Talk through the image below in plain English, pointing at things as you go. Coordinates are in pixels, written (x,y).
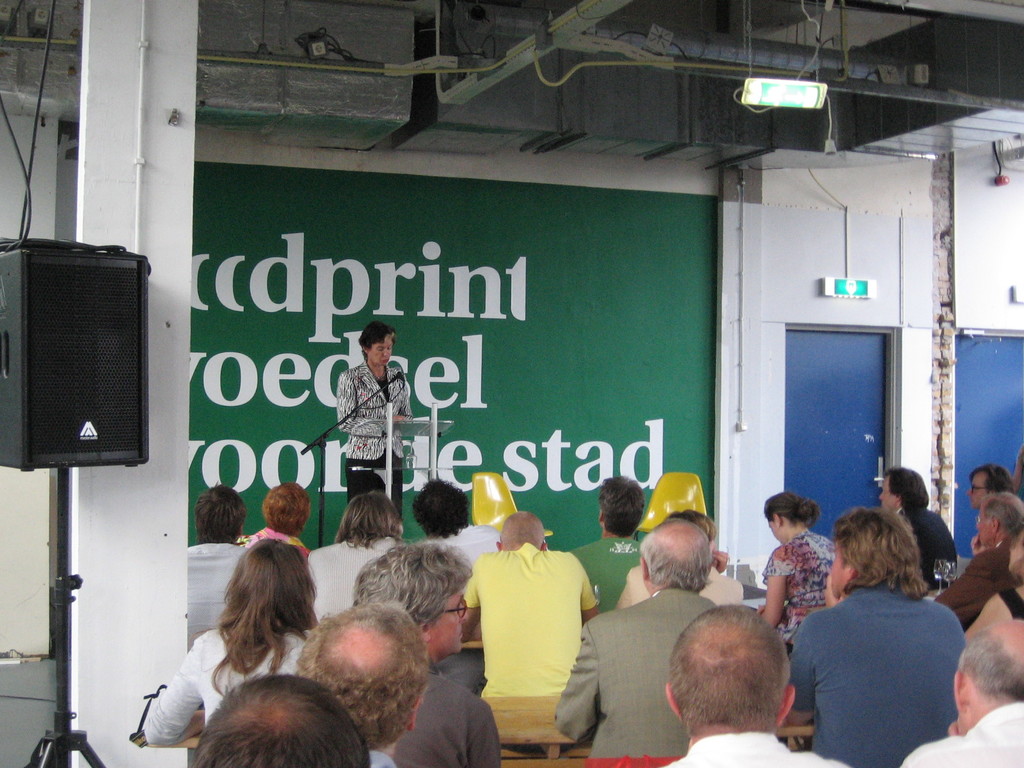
This picture shows the inner view of a building (128,128), some objects (523,88) attached to the ceiling (276,36), some objects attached to the wall (33,218), one pipe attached to the pillar (755,276), one speaker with stand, few wires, few objects (15,708) on the floor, two doors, one podium (400,426), one microphone (398,373) with stand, two yellow chairs (504,489), some benches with tables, few objects (666,762) on the tables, some people (470,552) are sitting, one banner (467,413) with text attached to the wall (761,584) in the background (482,410), one woman (396,413) standing near the podium (386,437) and talking.
